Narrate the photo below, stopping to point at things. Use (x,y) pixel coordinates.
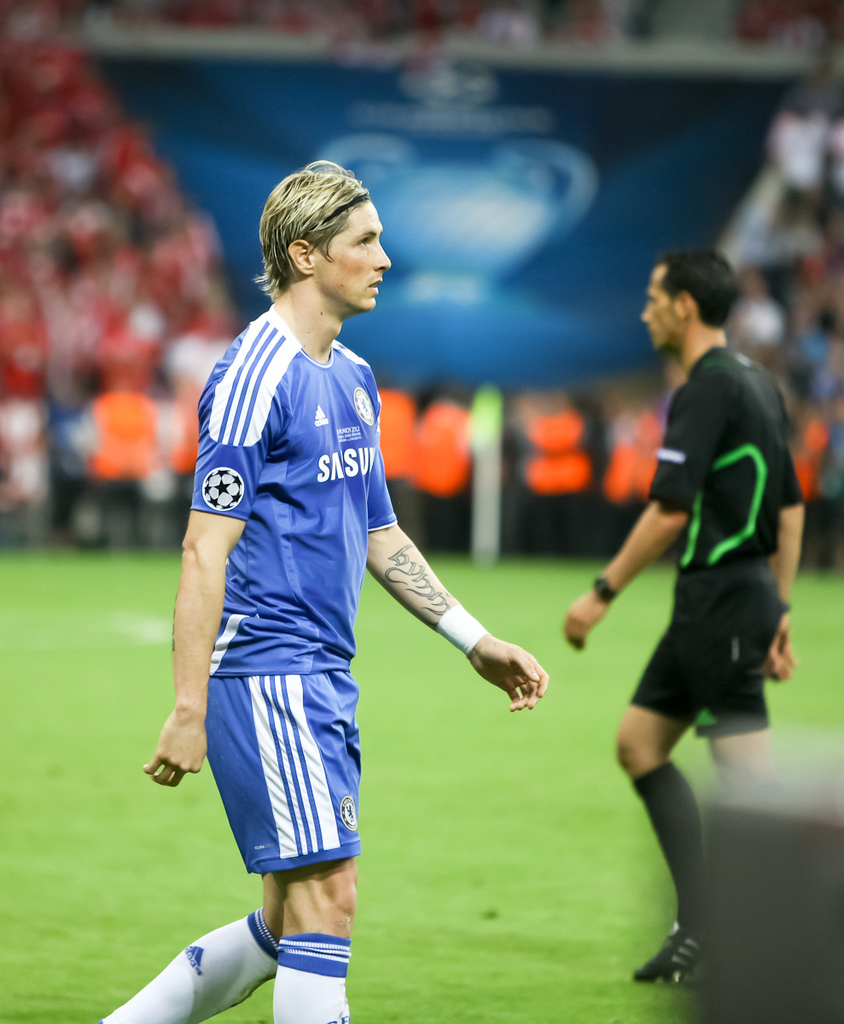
In this image I can see two men (285,517) are on the ground (593,632). These men (533,675) are wearing jerseys (369,479), shorts (317,780) and foot wears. The background of the image (459,152) is blurred.
